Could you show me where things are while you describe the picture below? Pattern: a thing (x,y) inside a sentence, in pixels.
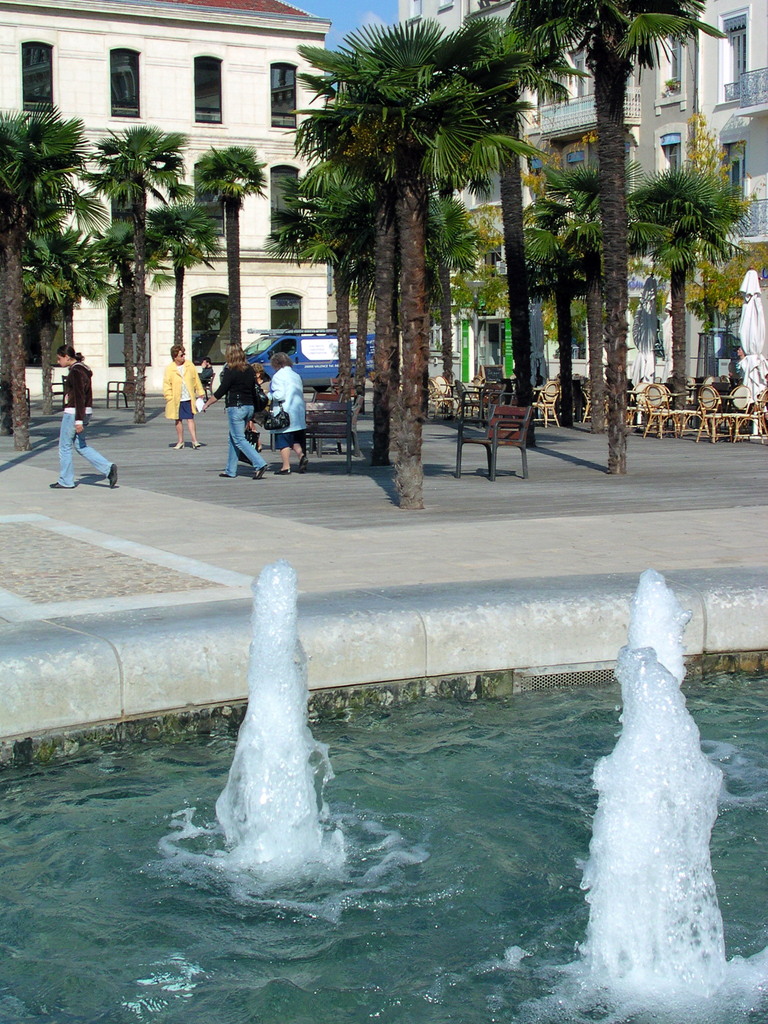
In this picture there is a small water fountain (337,773) in the front (472,958) bottom side. Behind there are some coconut trees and a group of women (296,408) walking. In the background (205,93) there are some white color buildings (266,81) and black windows (281,96).
